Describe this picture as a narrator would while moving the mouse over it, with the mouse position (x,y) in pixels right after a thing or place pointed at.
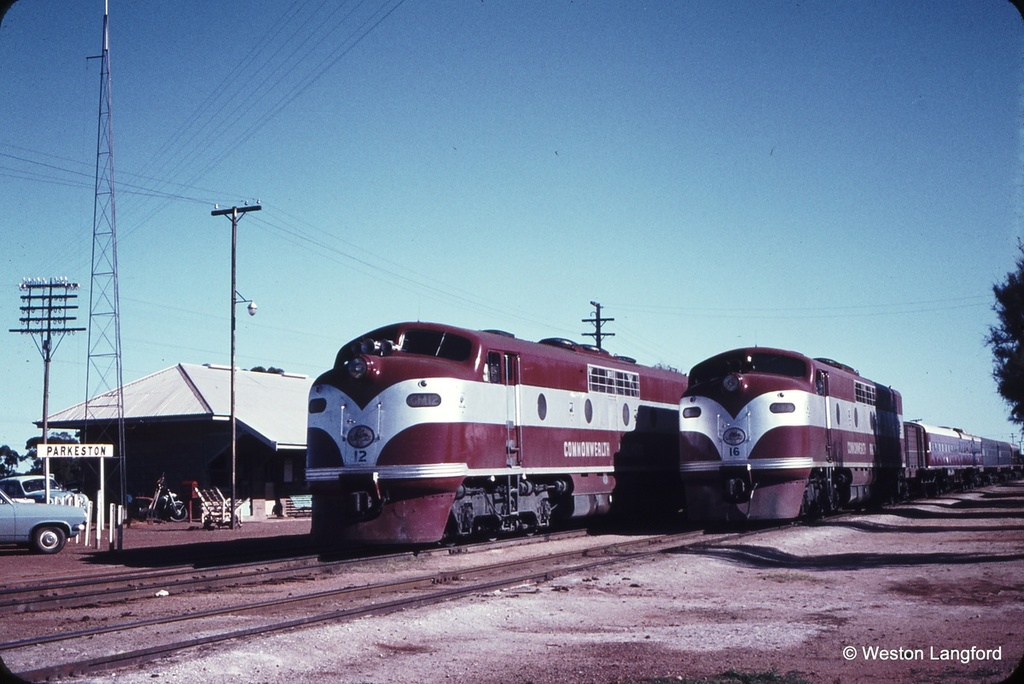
In this image we can see two trains (630,471) on the railway track (530,537) and in the background (245,435), we can see a house (224,409) and there are some vehicles (51,514). We can see a board (70,452) with some text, power poles (122,447) and there are some trees (1012,391) and at the top (964,226) we can see the sky (977,353).
